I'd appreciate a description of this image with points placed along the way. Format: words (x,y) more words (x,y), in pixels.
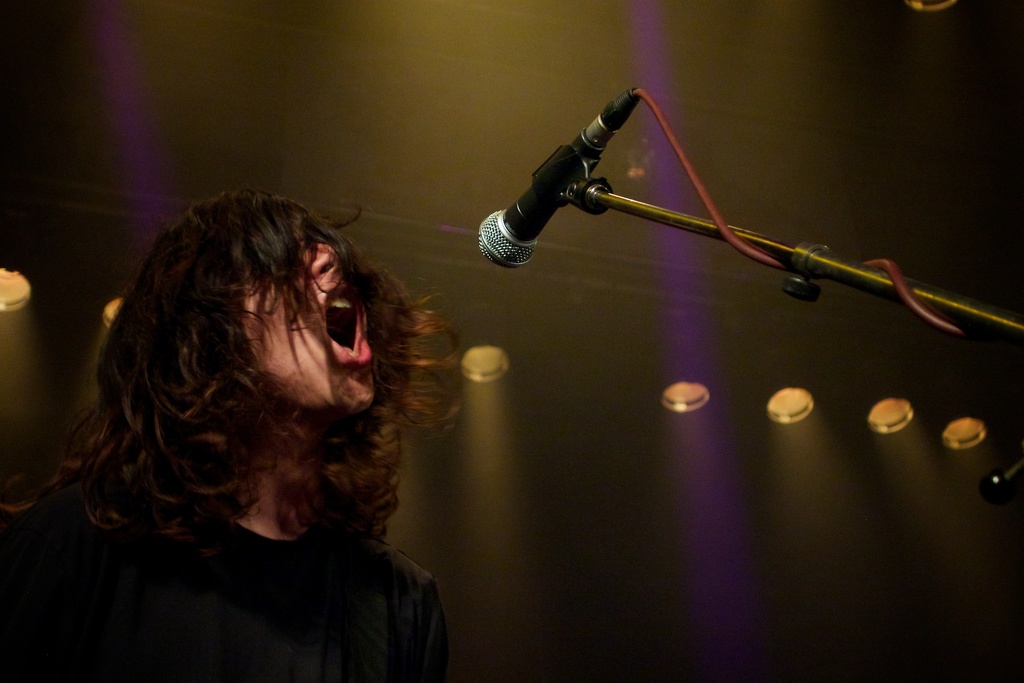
In this picture there is a boy (281,483) on the left side of the image (264,370) and there is a mic (495,249) in front of him and there are spotlights (794,401) in the background area of the image (469,359).
